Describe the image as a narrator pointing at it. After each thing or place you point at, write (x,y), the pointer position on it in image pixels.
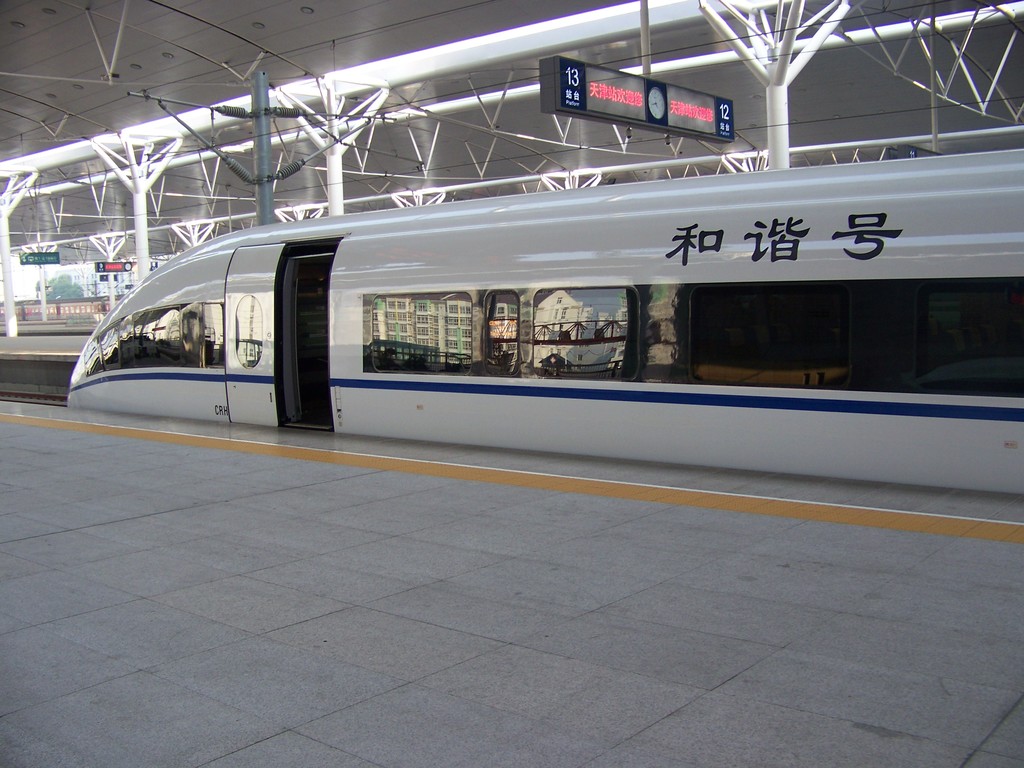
In this image I can see the platform (327,607), a train (429,427) which is white and black in color, the ceiling (415,152), a pole (261,81), few white colored pillars (143,257) and few boards (97,262). In the background (68,290) I can see few trees (56,284) and the sky (49,276).
